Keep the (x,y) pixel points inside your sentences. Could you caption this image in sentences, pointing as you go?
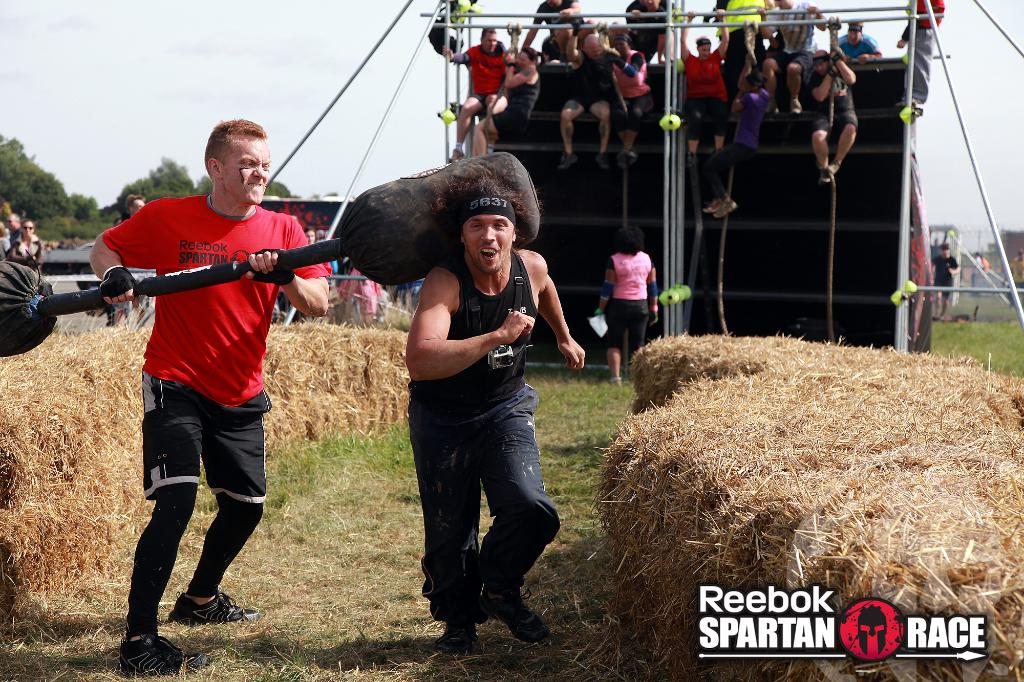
In this picture the person (513,410) wearing black dress (525,397) is running and there is a person (246,346) wearing red dress (212,310) is holding an object (235,275) beside him and there are few other people (694,120) in the background (721,151).
